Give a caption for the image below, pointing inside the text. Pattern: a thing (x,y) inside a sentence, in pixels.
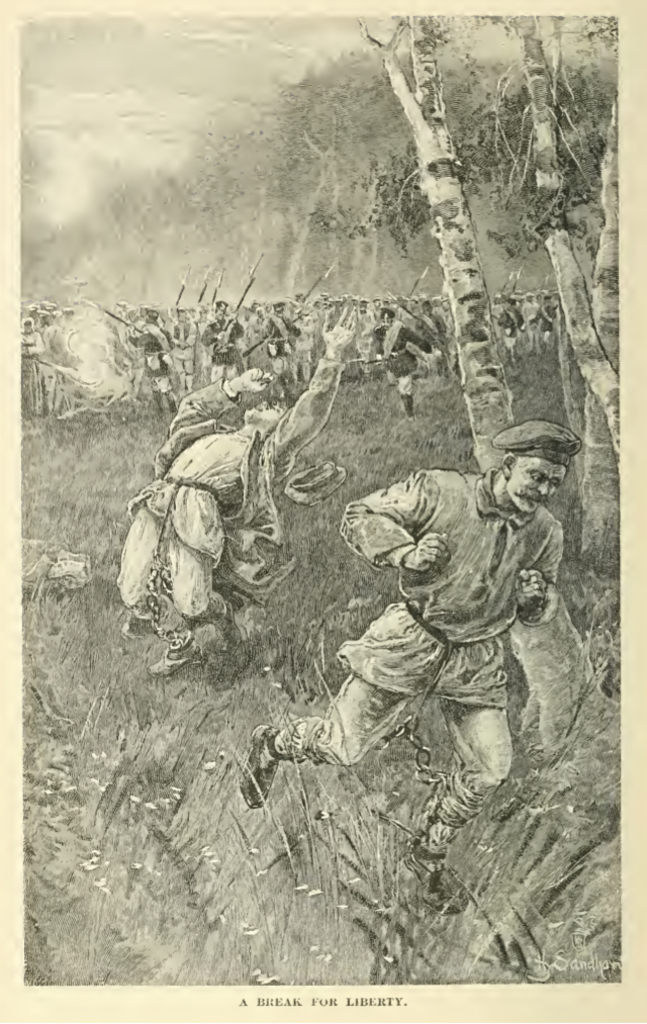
In this picture I can see a image (316,456) on the paper (385,673), where there are group of people (464,611) standing, there is grass (263,635), plants (572,587), trees (370,157), sky (121,53), and there are words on the paper (221,1002).
